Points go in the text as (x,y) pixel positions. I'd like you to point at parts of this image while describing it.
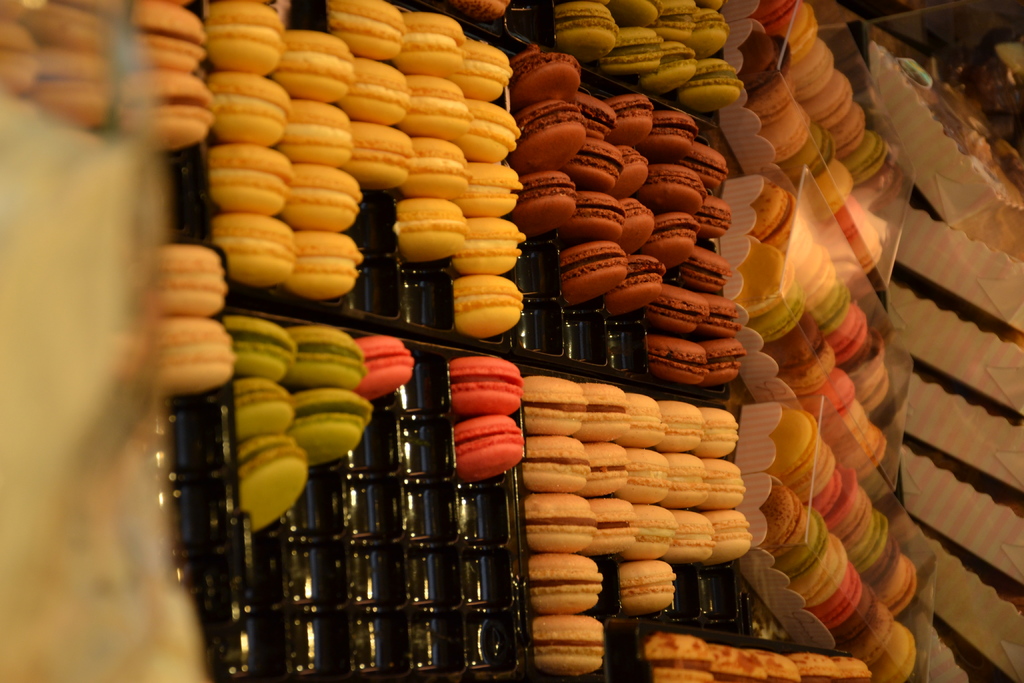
In this image, we can see some food items (487,467) in trays (425,518). We can also see some paper covers (949,248) on the right (940,407).
